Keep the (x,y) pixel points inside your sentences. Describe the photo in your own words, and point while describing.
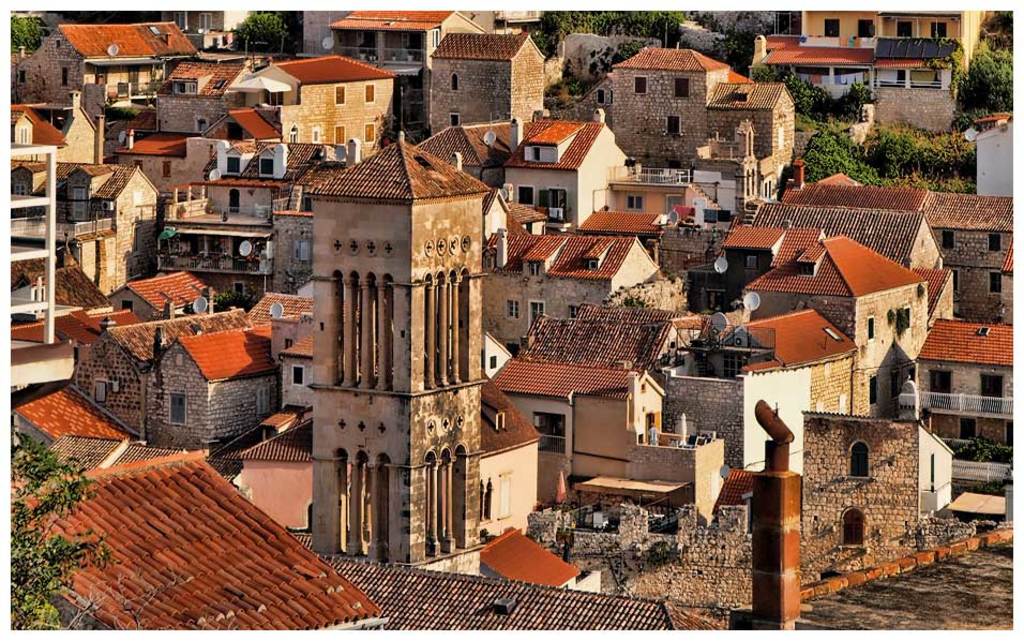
In this picture I can see there are some buildings (372,154) and there are doors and windows (430,475) to the buildings (430,475) and there are some trees (884,144).
